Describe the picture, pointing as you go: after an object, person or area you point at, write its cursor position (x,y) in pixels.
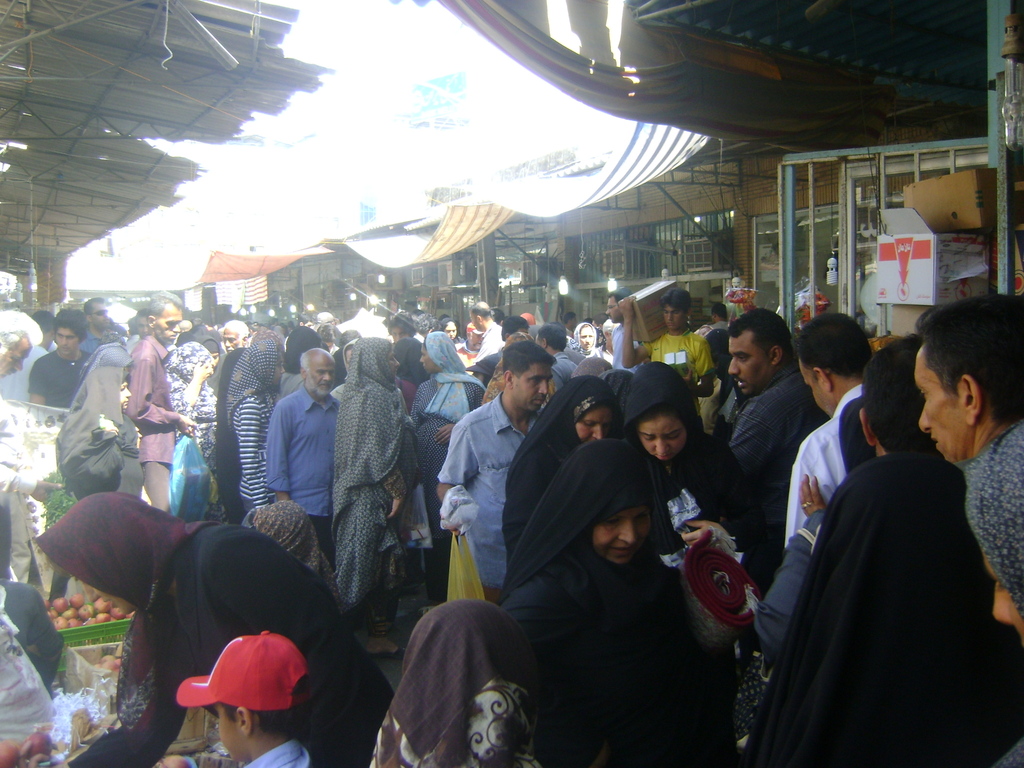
This image consists of many people (482,618). It looks like a vegetable market (447,504). At the top (107,98), there is a shed (250,77).
